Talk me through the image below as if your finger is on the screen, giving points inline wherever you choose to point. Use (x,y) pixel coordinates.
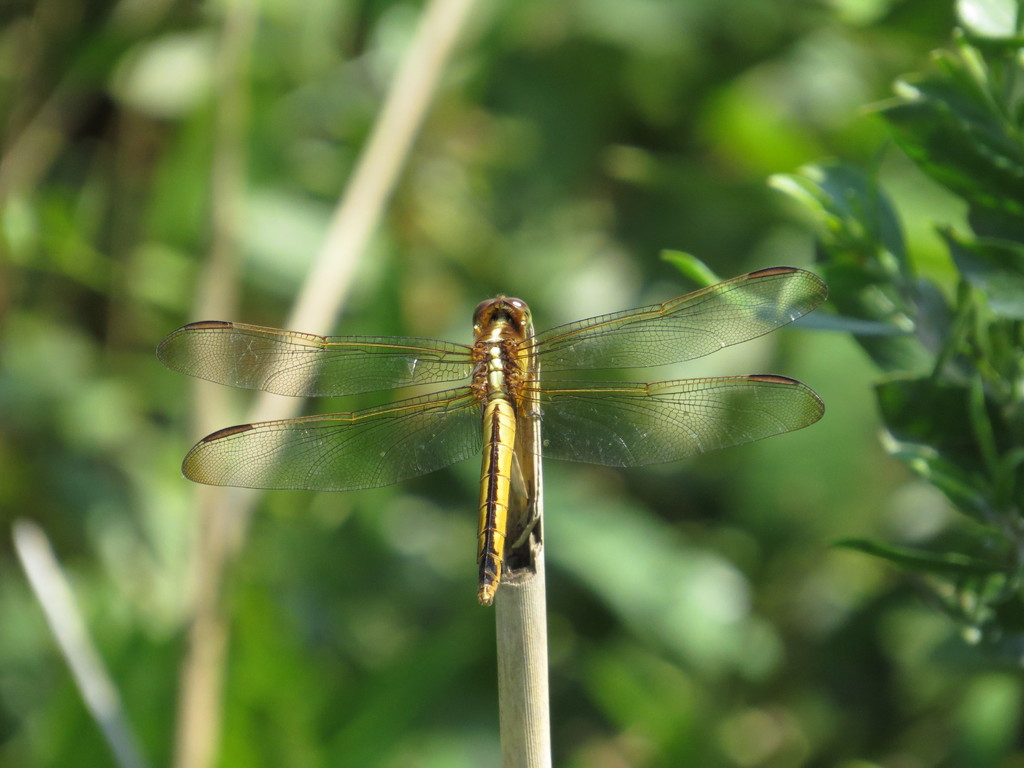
In this image we can see a dragonfly (501,323) on a wooden object (504,609). On the right side (959,430), we can see the leaves (959,430). The background of the image (67,24) is blurred.
